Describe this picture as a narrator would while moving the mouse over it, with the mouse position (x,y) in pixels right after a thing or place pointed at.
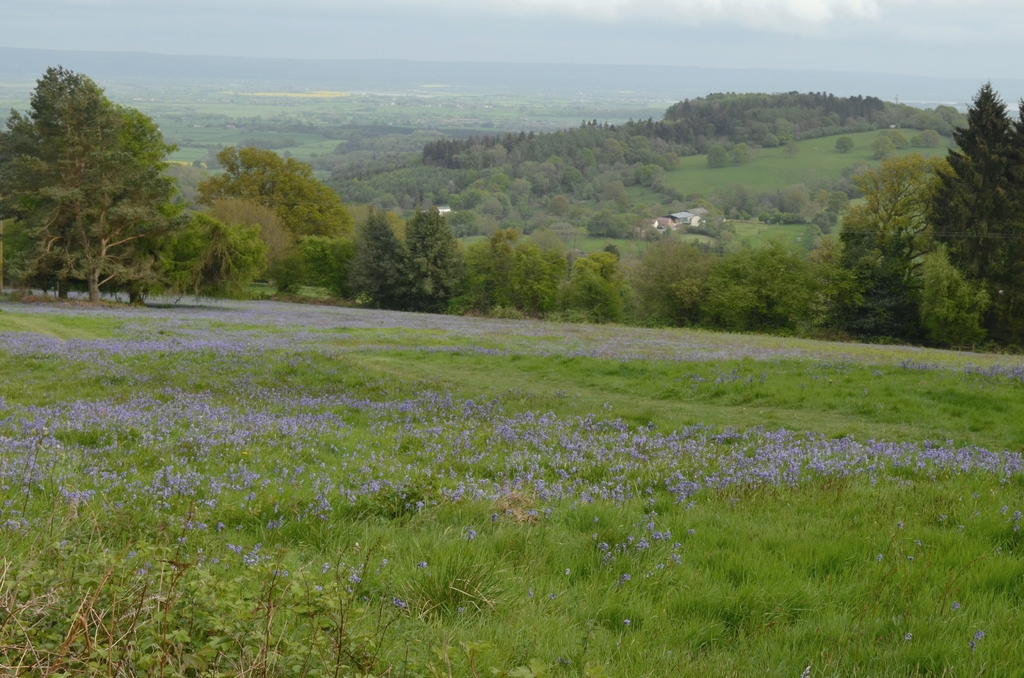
This is grass (707,576). There are plants (86,585), flowers (667,355), trees (686,306), and houses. In the background (678,62) there is sky (682,11).
